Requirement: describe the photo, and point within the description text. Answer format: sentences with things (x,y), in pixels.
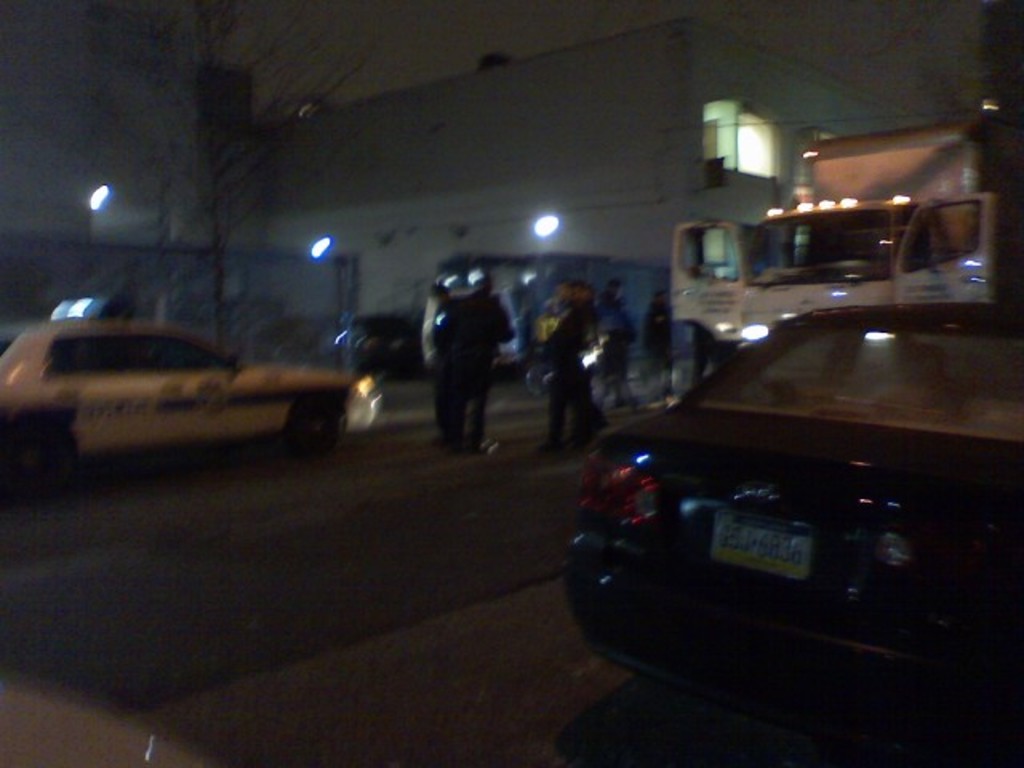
There are vehicles (673,560) on the road (547,591). Here we can see few persons (439,311), lights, trees (164,242), and buildings (531,165). In the background (423,33) there is sky (439,40).
